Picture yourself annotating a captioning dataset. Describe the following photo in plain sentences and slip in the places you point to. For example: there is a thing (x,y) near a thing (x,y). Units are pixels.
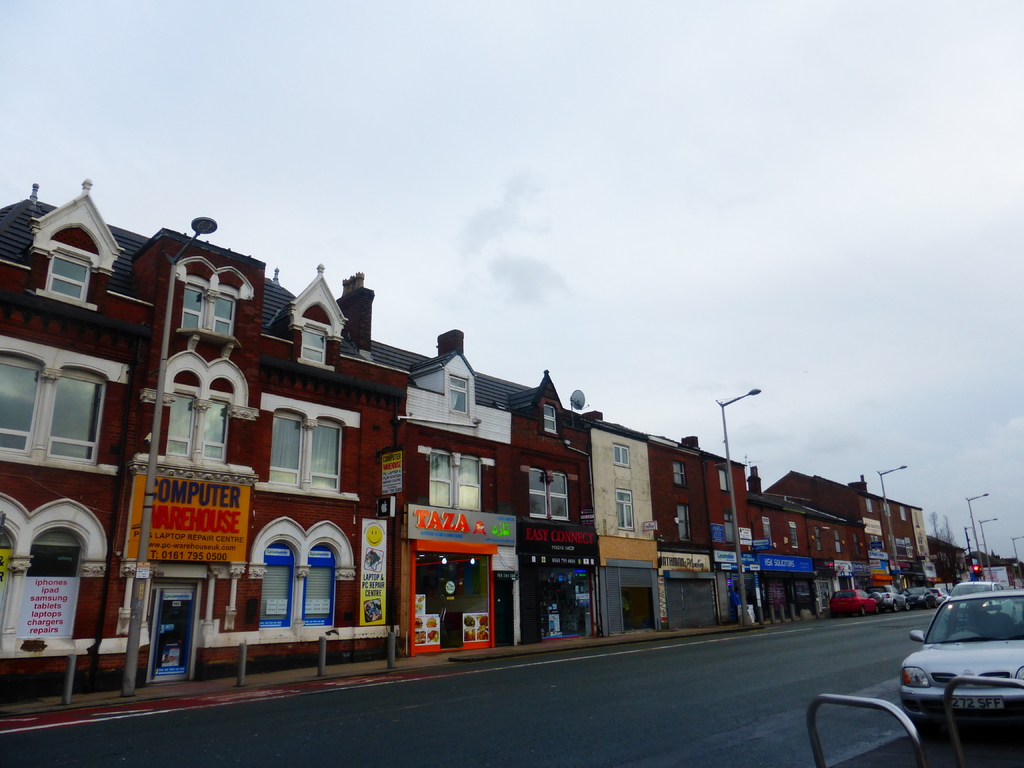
In this picture I can see the vehicles (926,645) in the parking space (833,621). I can see the traffic lights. I can see pole lights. I can see railings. I can see the buildings (463,633). I can see clouds (566,197) in the sky (552,196). I can see the hoardings (34,633). I can see the road (819,675).
